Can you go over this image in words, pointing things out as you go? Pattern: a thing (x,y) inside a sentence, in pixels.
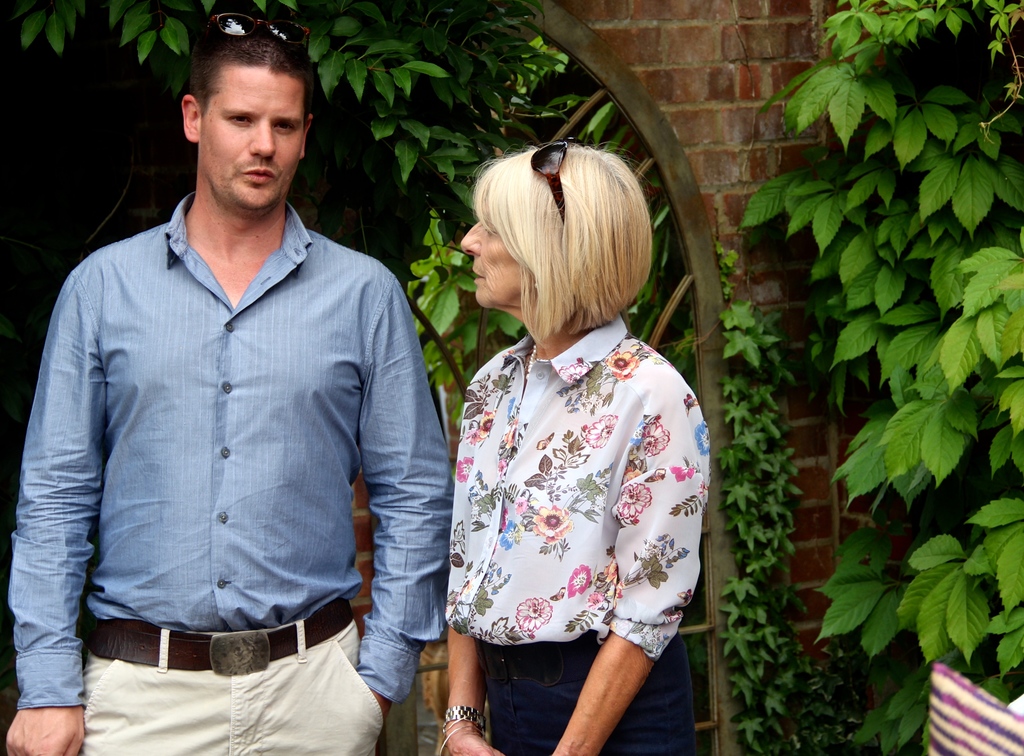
In the image there are two people (338,537), a man (274,458) and a woman (534,485) both are talking to each other and behind them there are a lot of plant (914,667) and in between the plants (764,460) there is a brick wall (708,8), the woman (557,476) is wearing flower printed shirt (506,389) and the man (344,429) is wearing blue shirt (336,485) and both of them are wearing goggles (298,34).
